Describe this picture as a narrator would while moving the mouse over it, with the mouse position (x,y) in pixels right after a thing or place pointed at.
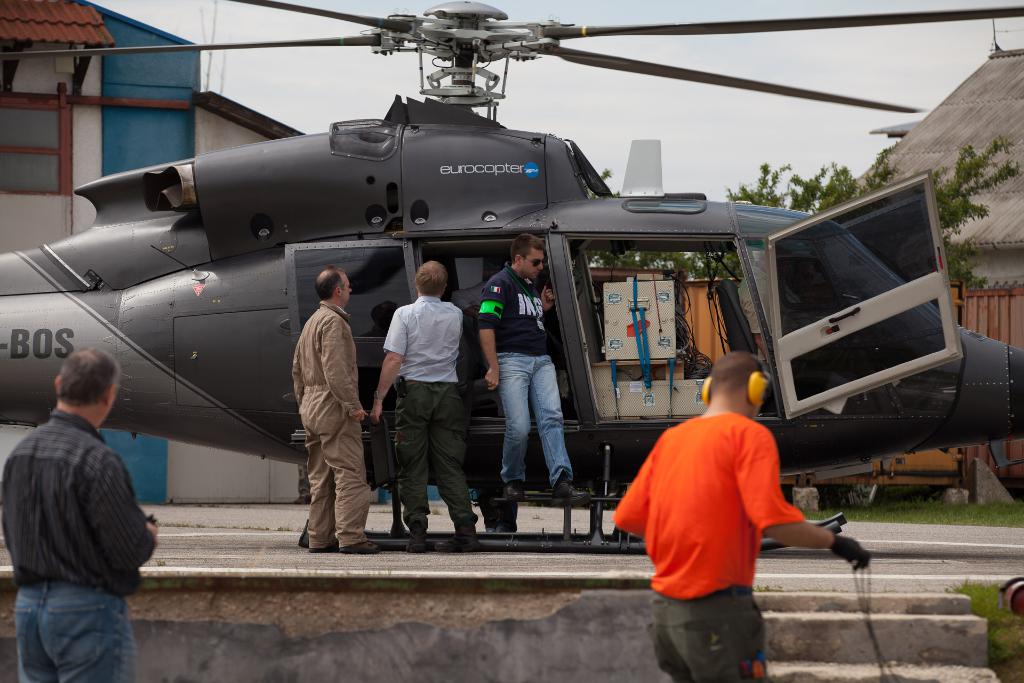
In this image we can see a helicopter (375,387), few people (437,366), three persons (455,360) standing near the helicopter (374,362) and objects (625,343) inside the helicopter (333,238), a person (670,549) is wearing headphone (753,388) standing near the stairs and there are buildings (103,134), trees (791,190) and the sky (644,101) in the background (691,122).
